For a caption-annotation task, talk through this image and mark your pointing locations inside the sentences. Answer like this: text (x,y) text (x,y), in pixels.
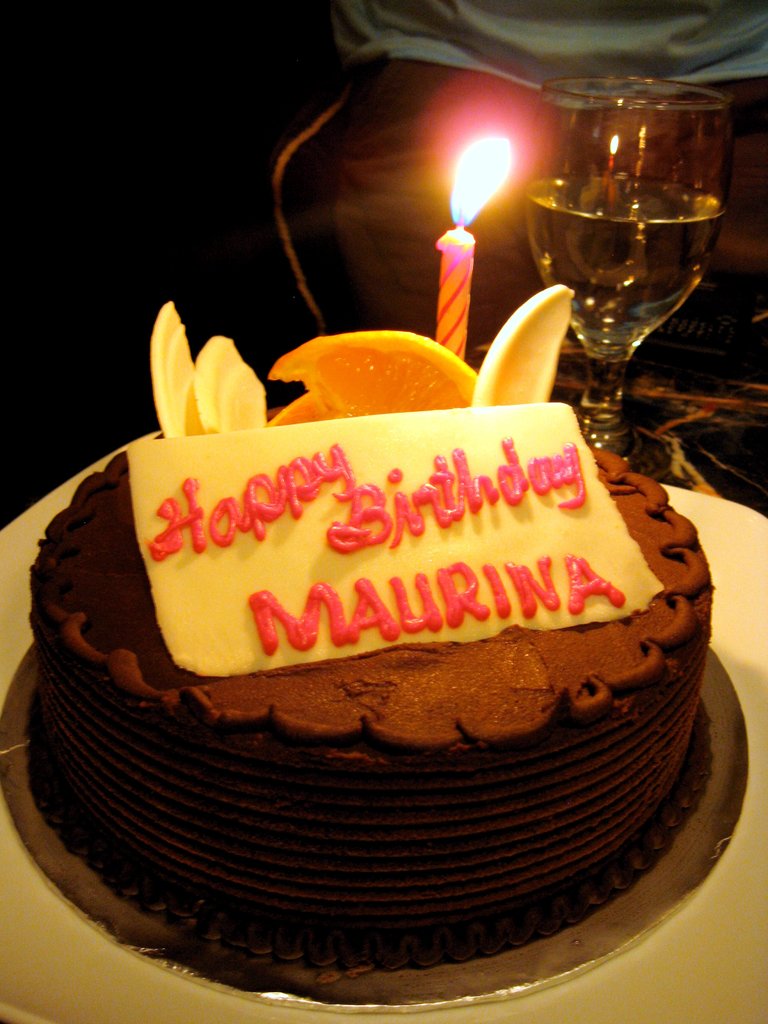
In this picture there is a cake (61,825) in the center of the image (442,392) on which, there are chopped fruits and a candle (454,319), there is a glass (536,162) on the right side of the image (594,355) and there is a man (457,131) at the top side of the image (396,45).
